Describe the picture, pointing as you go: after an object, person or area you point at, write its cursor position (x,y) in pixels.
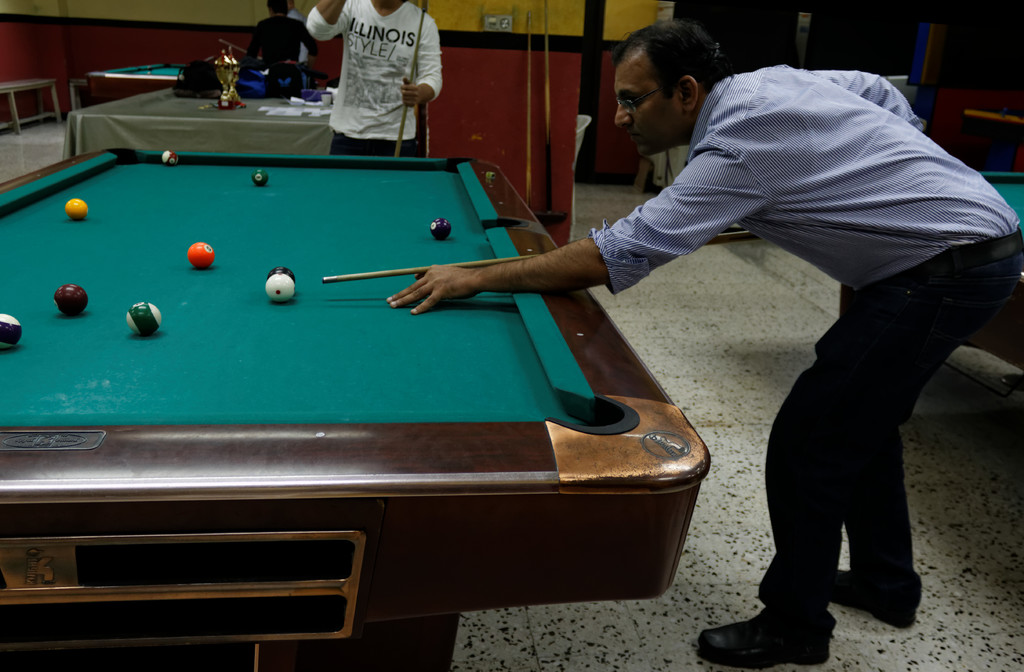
In this image, we can see some pool tables (375,353). On right side of the image (848,202), the man (824,215) is holding a stick (712,242). He is playing a pool game. On top of the table (204,387), we can see few balls (210,255). Beside the table (321,159), the man (367,74) is holding a stick (415,59). On top left of the image (266,126), the other table (204,127) is covered with cloth (101,133) and bags (185,94) here, trophy (232,80). And the background of the image (292,48), two people (293,35) are standing near the table (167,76).
